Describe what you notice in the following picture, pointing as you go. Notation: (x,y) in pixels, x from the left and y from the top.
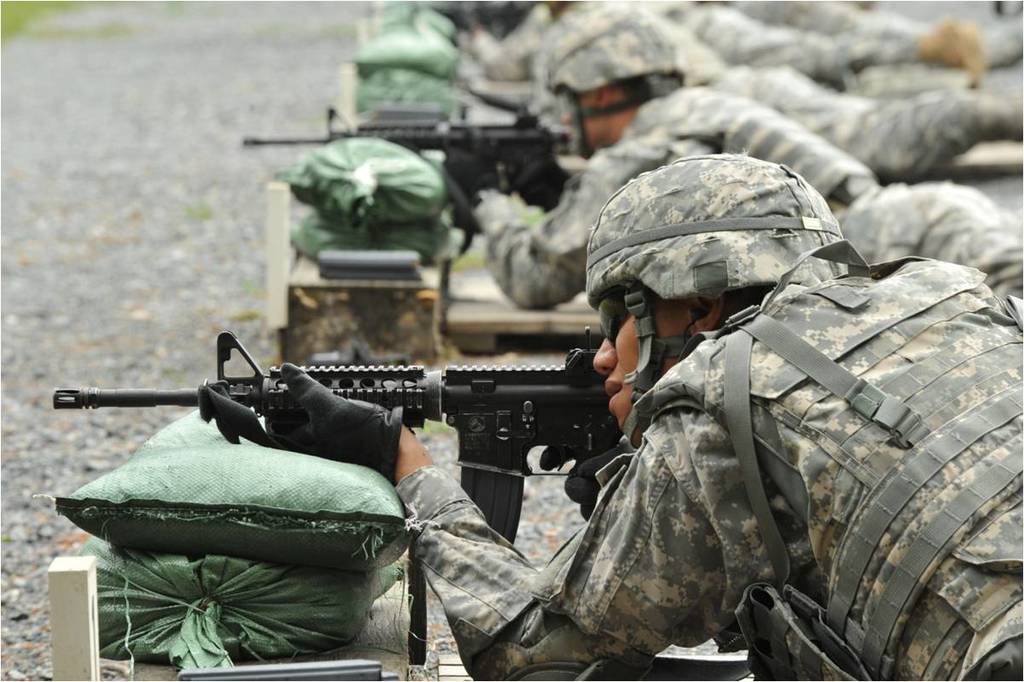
There are many people (515,242) wearing helmets (635,75), gloves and goggles (601,302) is holding guns (389,393). In front of them there are sacks (206,485). They are lying on the ground (130,14). In the background (6,480) it is blurred.
